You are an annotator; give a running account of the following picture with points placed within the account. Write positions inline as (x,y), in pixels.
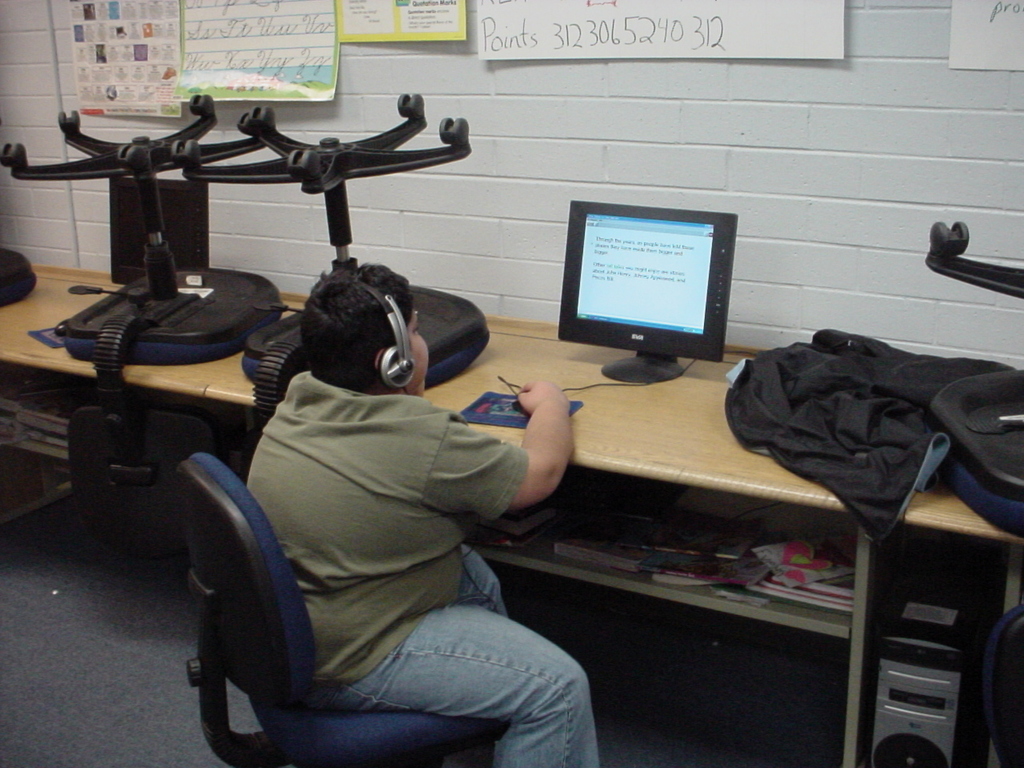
in the center (378,432) we can see one person (348,581) sitting on the chair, wearing headphones (396,360) in front of table (691,428). On table (699,368) we can see monitor (656,293), chairs (430,334), jacket (789,449), books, PC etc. And back we can see wall (618,104) and on wall (658,66) we can see charts (689,58).
